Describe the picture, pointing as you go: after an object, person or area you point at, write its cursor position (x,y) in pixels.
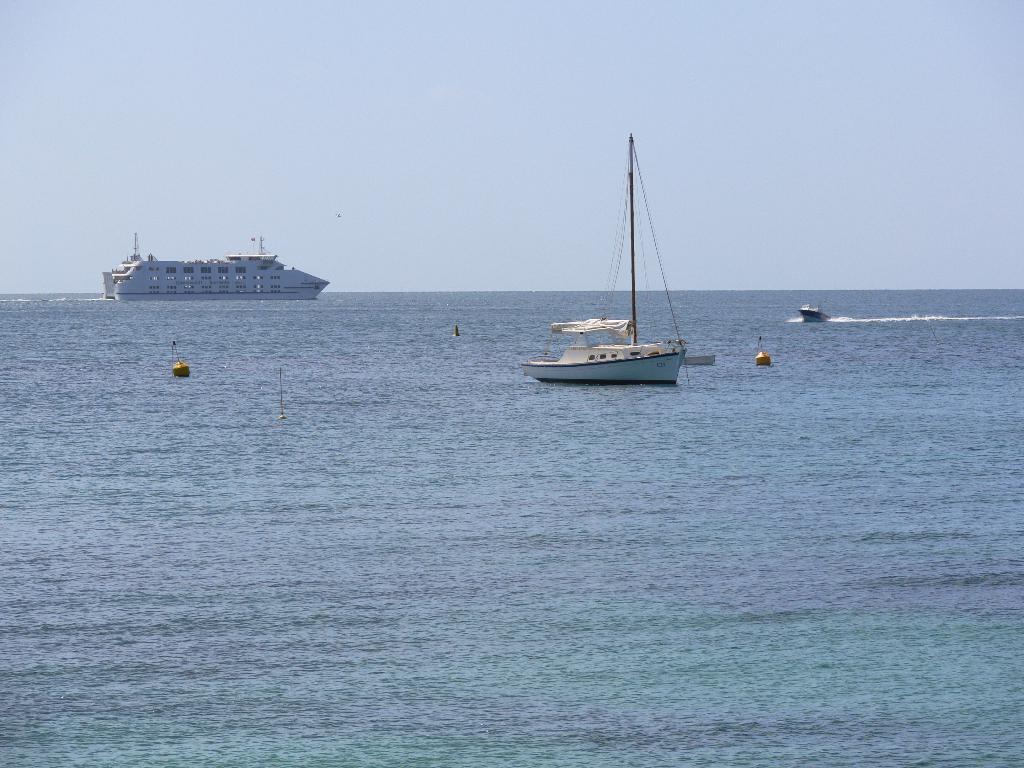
In this image there is a sea (420,364) in the bottom of this image (378,592). There is a ship (264,286) as we can see on the left side of this image (139,293) and one more is in the middle of this image (537,369). There is a boat (810,309) on the right side of this image (810,309). There is a sky (490,123) on the top of this image (414,175).
